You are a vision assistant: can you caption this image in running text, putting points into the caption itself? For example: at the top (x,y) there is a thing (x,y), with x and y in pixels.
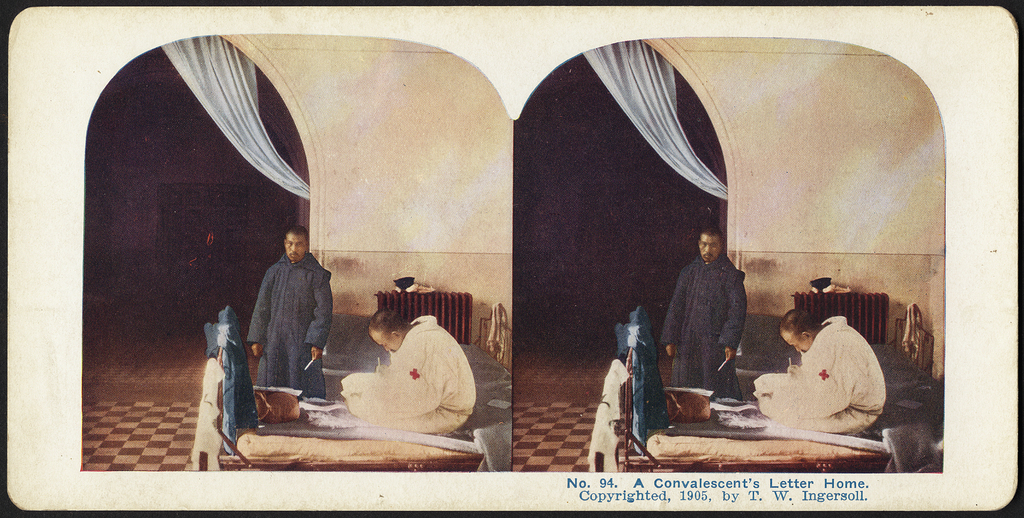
In this image there is a collage of the same images. In this image there is a man (284,367) standing and on the bed (688,422) there is another man (455,421) sitting. And on the bed (770,431) there are few items (692,403). In the background (386,307) there is a radiator (442,307) with an item (404,283), wall (385,280) and a curtain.
